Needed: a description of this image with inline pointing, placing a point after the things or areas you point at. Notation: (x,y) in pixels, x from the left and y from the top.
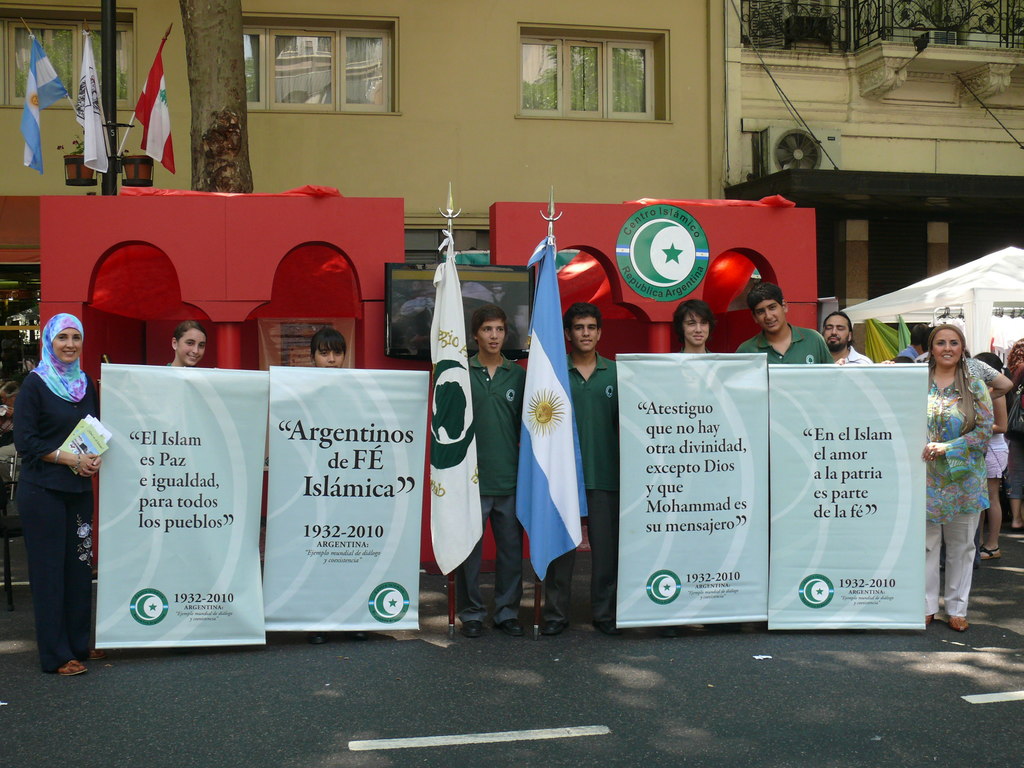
Here I can see few people (62,402) are holding banners (410,445), flags (461,383) in the hands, standing on the road (131,709), smiling and giving pose for the picture. At the back of these people (939,329) there are few tents (174,264). In the background (470,203) there is a building (455,91) and a tree trunk (213,95). In the top left-hand corner (159,151) there are few flags (157,126).
